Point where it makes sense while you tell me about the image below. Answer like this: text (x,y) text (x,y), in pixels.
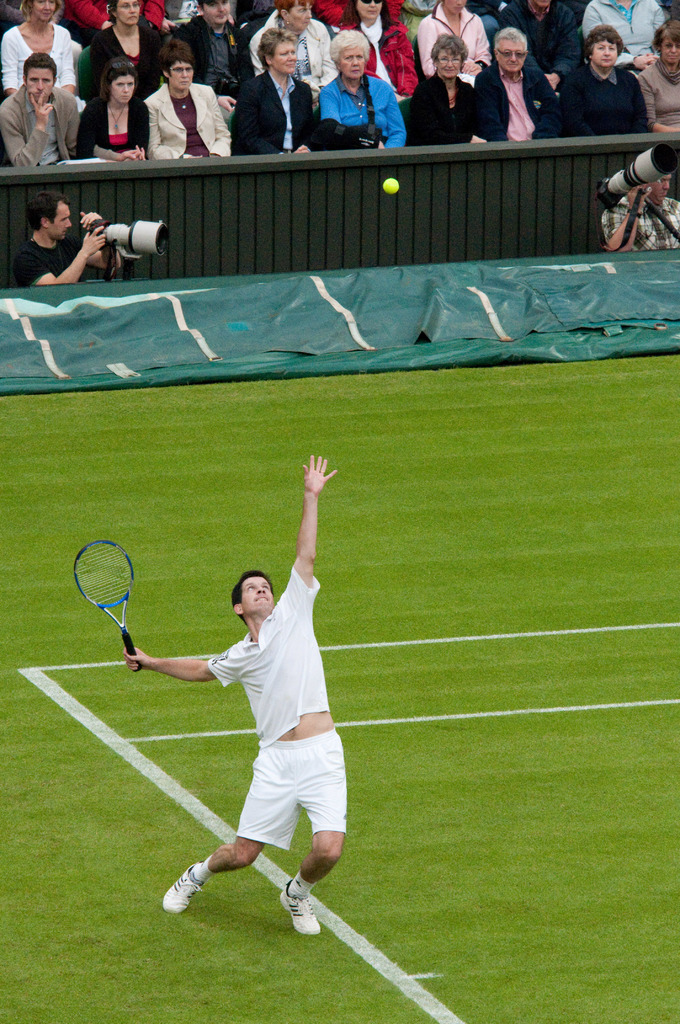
In this image we can see a person (250,594) wearing a white color t-shirt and holding a tennis racket (109,611). In the background of the image (188,52) there are people (198,50) sitting in stands (126,159). There is a person (85,223) holding a camera (140,229). There is wall (382,192). At the bottom of the image (531,865) there is grass (372,961). There is a green color cover (429,285). To the right side of the image (607,223) there is a person (654,222) holding a camera (613,184).
